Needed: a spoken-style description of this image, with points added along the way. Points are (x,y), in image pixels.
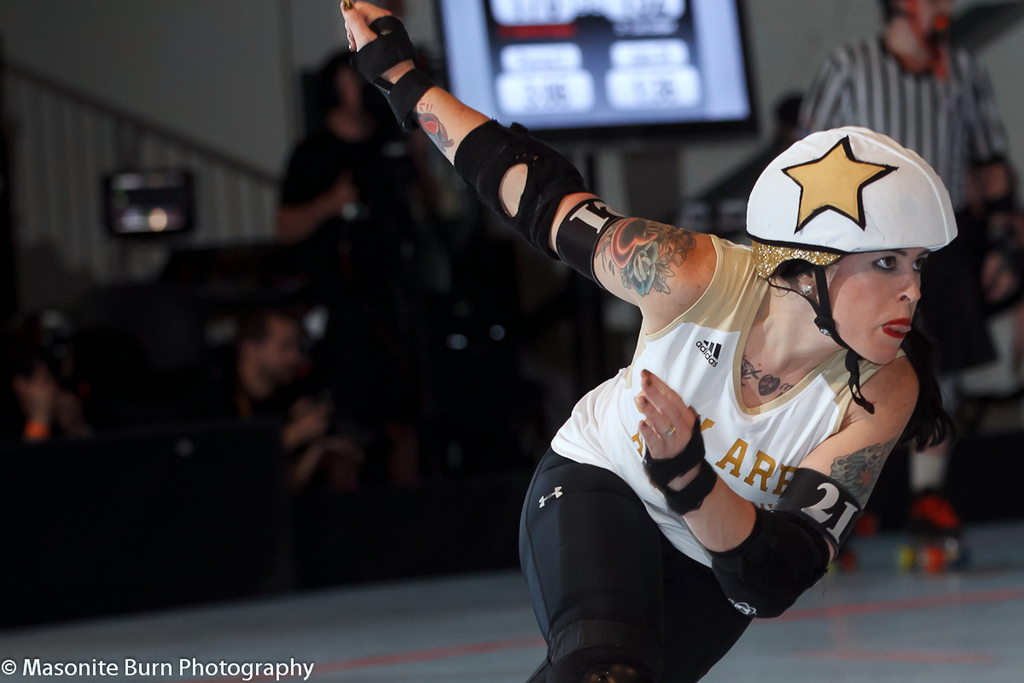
In this image a girl (849,271) wearing helmet (810,225) is skating. Here another person (925,524) wearing skating shoes (923,544). In the background (270,419) there are few people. This is a screen (556,85). This is the wall (226,78).
